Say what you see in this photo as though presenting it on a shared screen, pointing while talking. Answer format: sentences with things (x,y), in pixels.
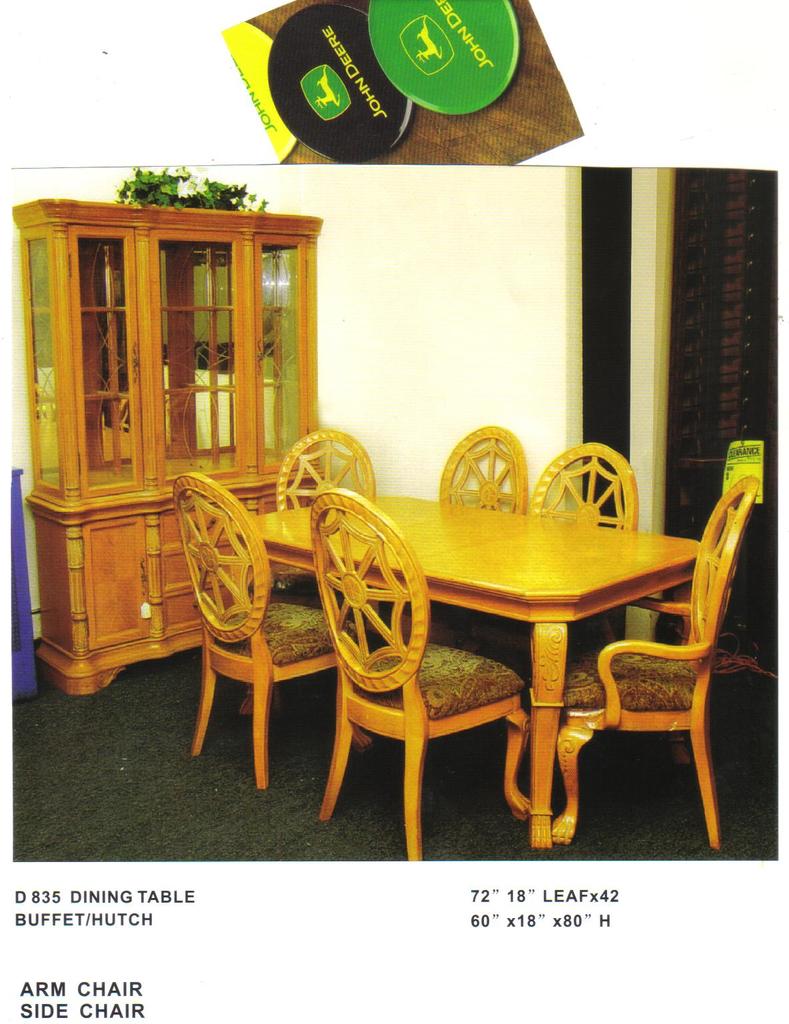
There is one dining table (458,559) and chairs (407,582) and a cupboard (156,445) is present in the middle of this image (417,590), and there is a wall (454,367) in the background (497,323). There is an object (379,101) at the top of this image (396,95), and there is some text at the bottom of this image (28,924).
